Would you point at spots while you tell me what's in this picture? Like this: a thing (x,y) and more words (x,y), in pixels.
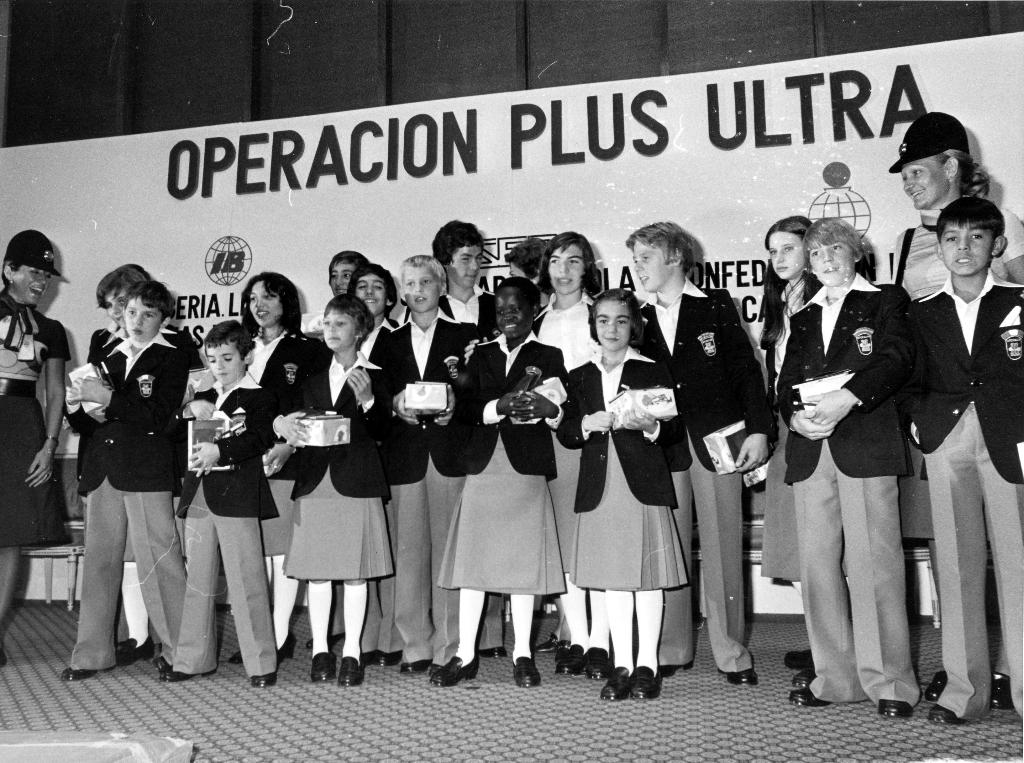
In this image we can see people (293,457) standing and holding some objects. And behind we can see the banner/board (408,174) with some text (246,140) on it.
